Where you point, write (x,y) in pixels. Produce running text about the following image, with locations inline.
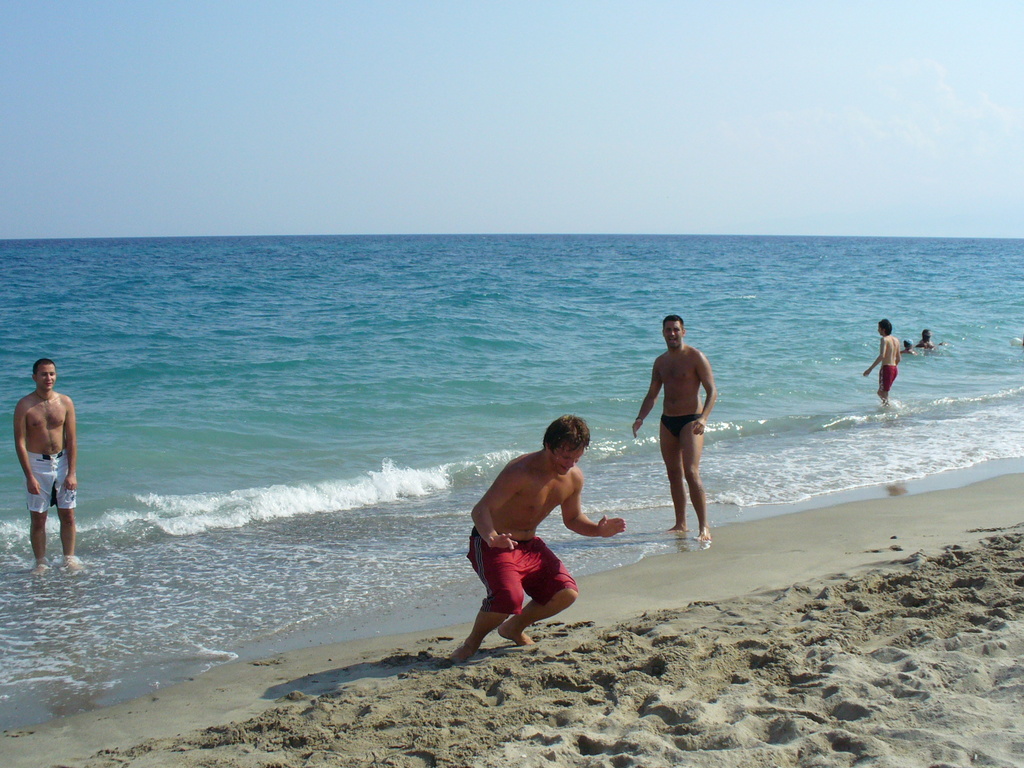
In this picture we can see some people (35,433), sand (637,579), water (508,395) and in the background (512,114) we can see the sky (538,114).
